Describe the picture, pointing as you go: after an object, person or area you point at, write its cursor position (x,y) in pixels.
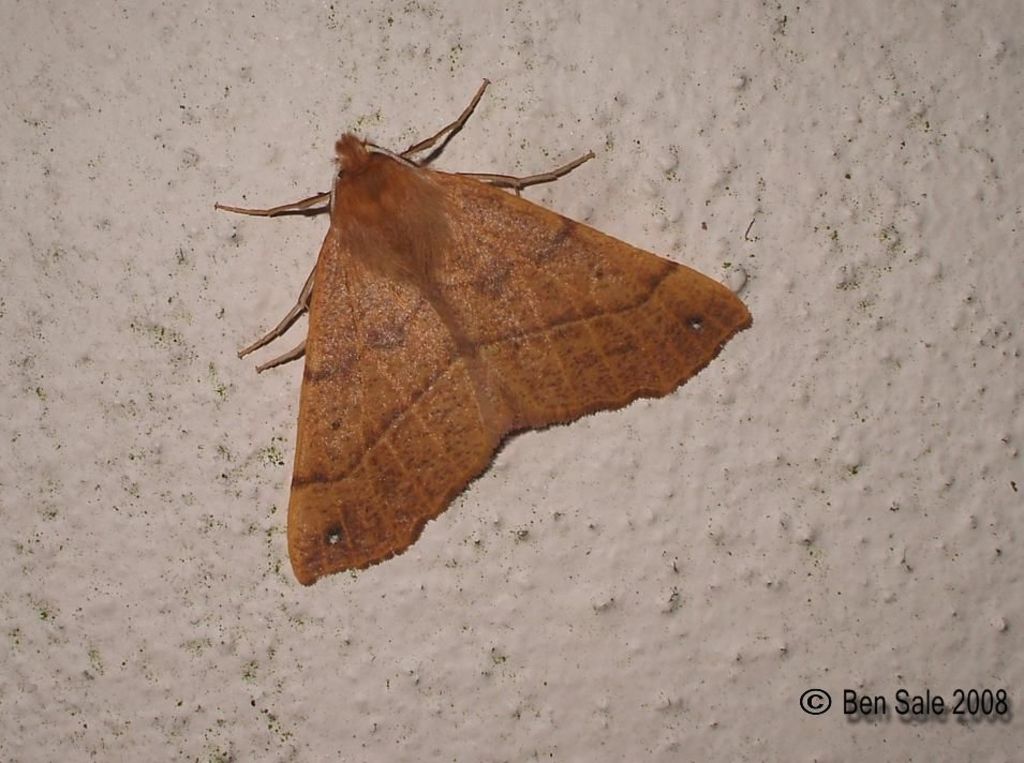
In this picture, we see an insect (410,291) which looks like a butterfly (393,388) is on the wall (535,187). It is in brown color. In the background (198,412), we see a wall (807,329) in white color.
